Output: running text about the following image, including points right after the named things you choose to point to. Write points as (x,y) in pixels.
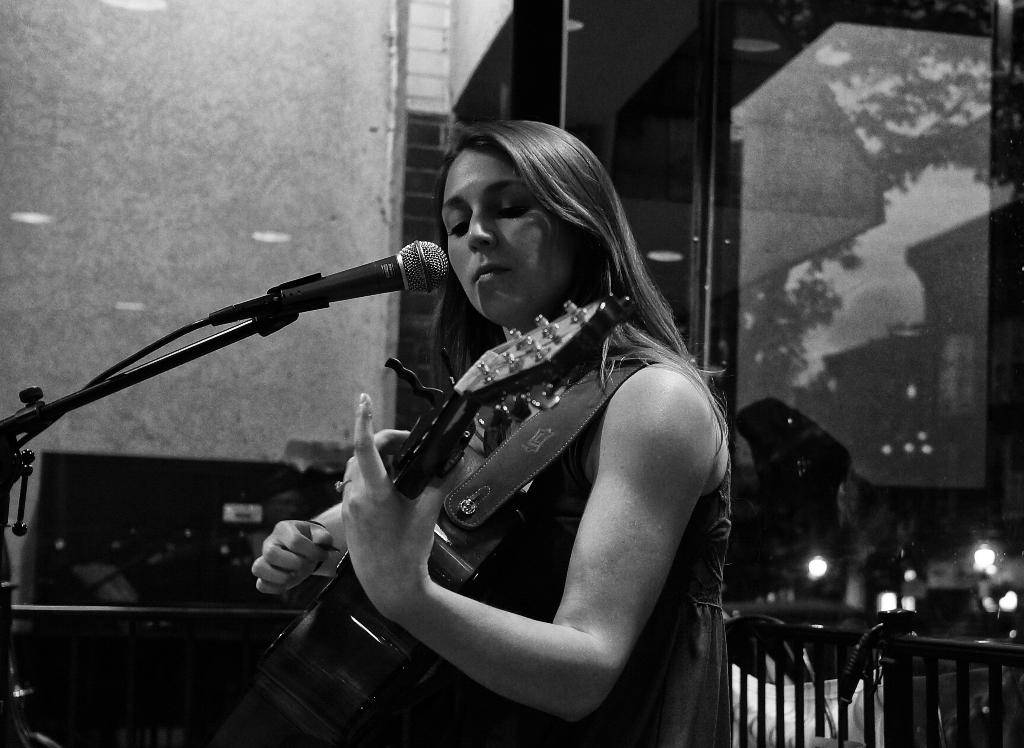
In this there is a woman (386,555), playing a guitar (328,646) in her hands (426,514). There is a microphone (309,294) and a stand (262,313) in front of her. In the background (252,180) there is a wall (180,156).
